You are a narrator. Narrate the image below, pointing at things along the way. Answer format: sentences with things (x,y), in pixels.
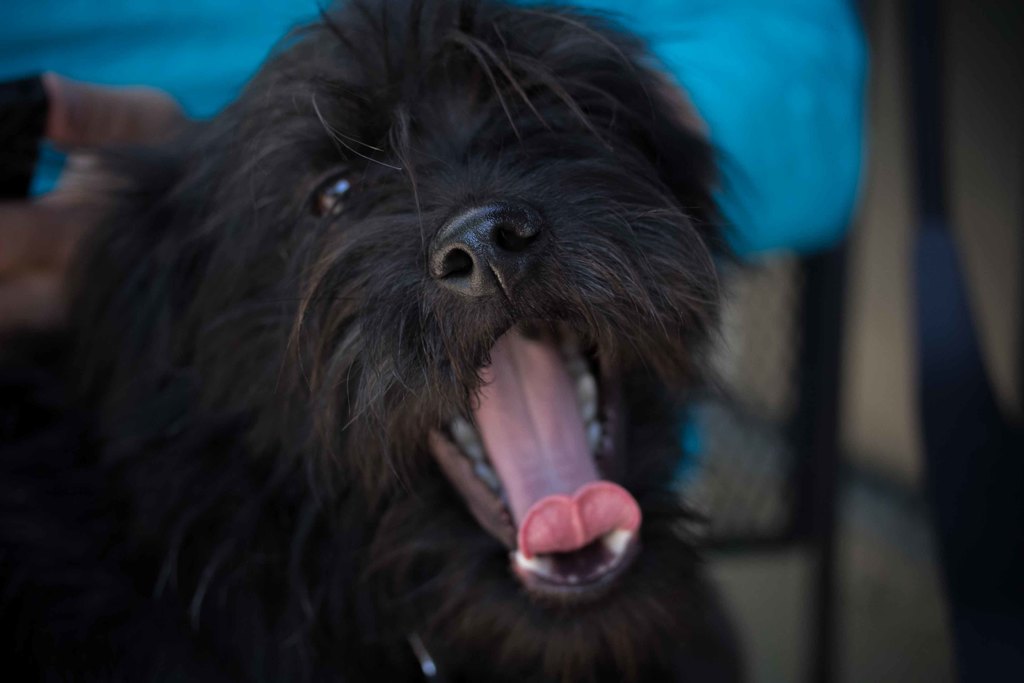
In this picture we can see a black dog (392,622) and in the background (752,495) we can see it is blurry.
